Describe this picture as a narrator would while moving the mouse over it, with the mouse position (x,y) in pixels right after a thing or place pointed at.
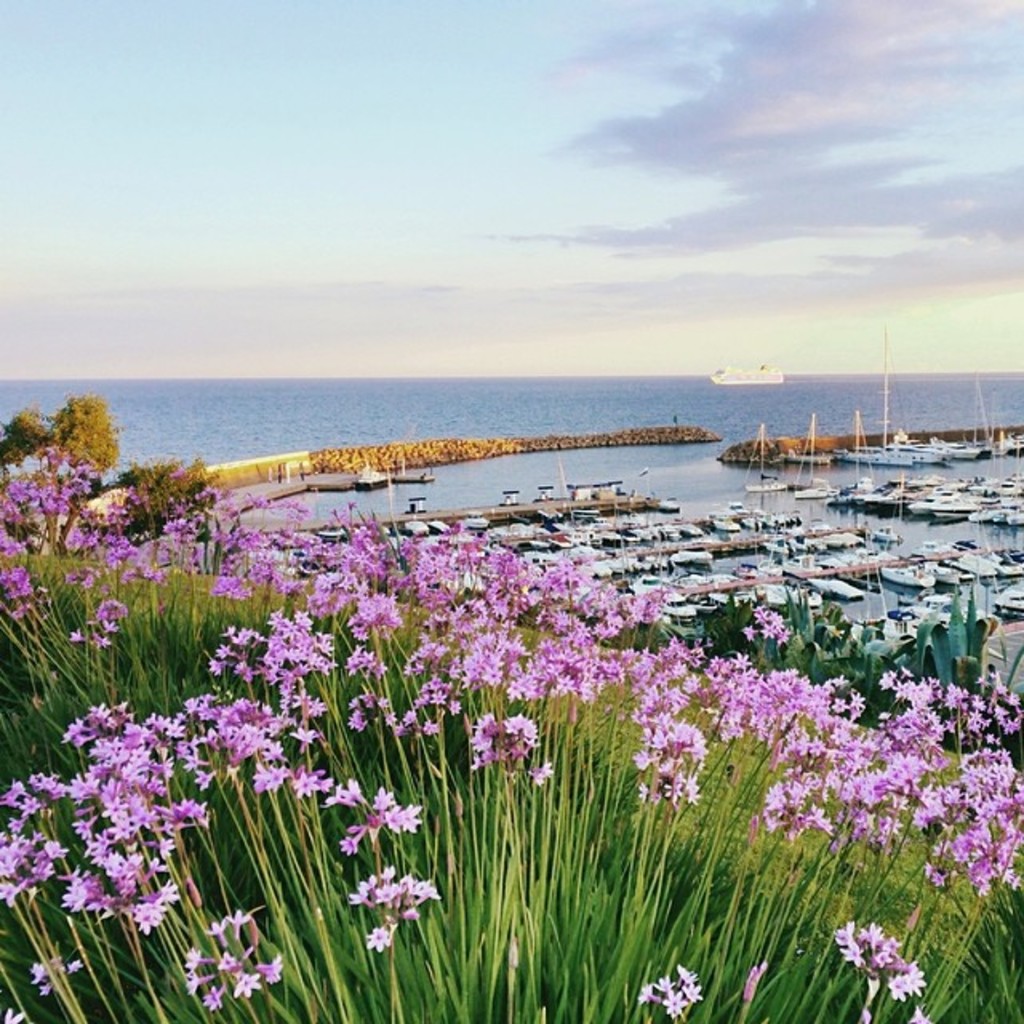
In this picture we can see there are trees (54,517), plants (237,785) and flowers (270,778). On the right side of the image (963,492) there are boats (778,569) and a ship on the water (773,385). At the top of the image (668,215) there is the sky (509,298).
